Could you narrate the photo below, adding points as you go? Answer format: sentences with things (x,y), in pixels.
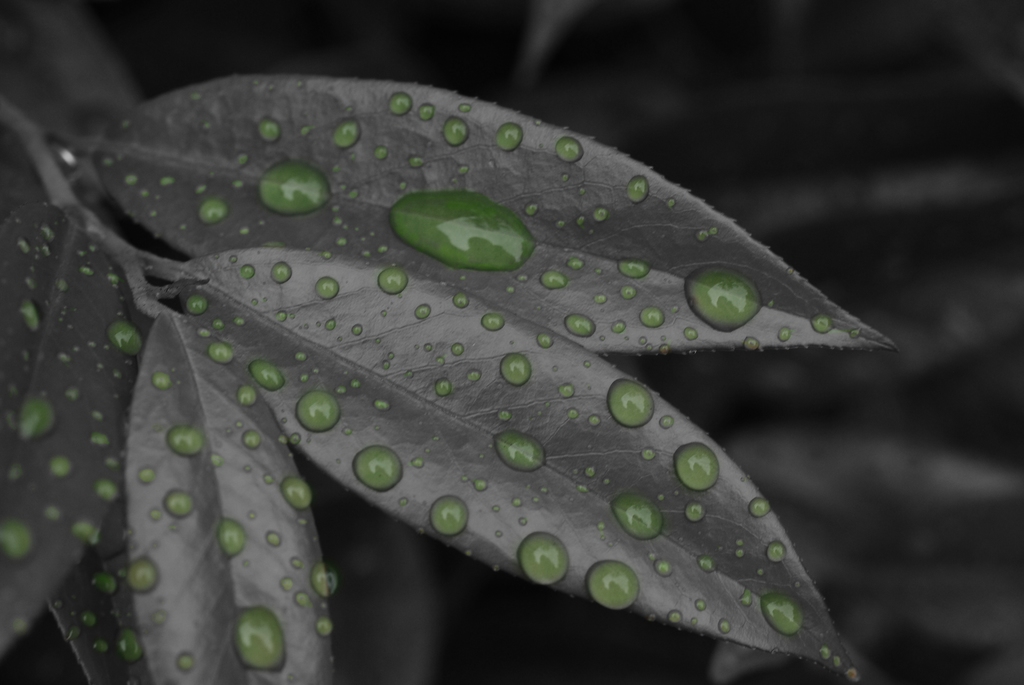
In this image we can see black and white picture of a group of leaves (293,421) on which we can see green water drops (485,212).
